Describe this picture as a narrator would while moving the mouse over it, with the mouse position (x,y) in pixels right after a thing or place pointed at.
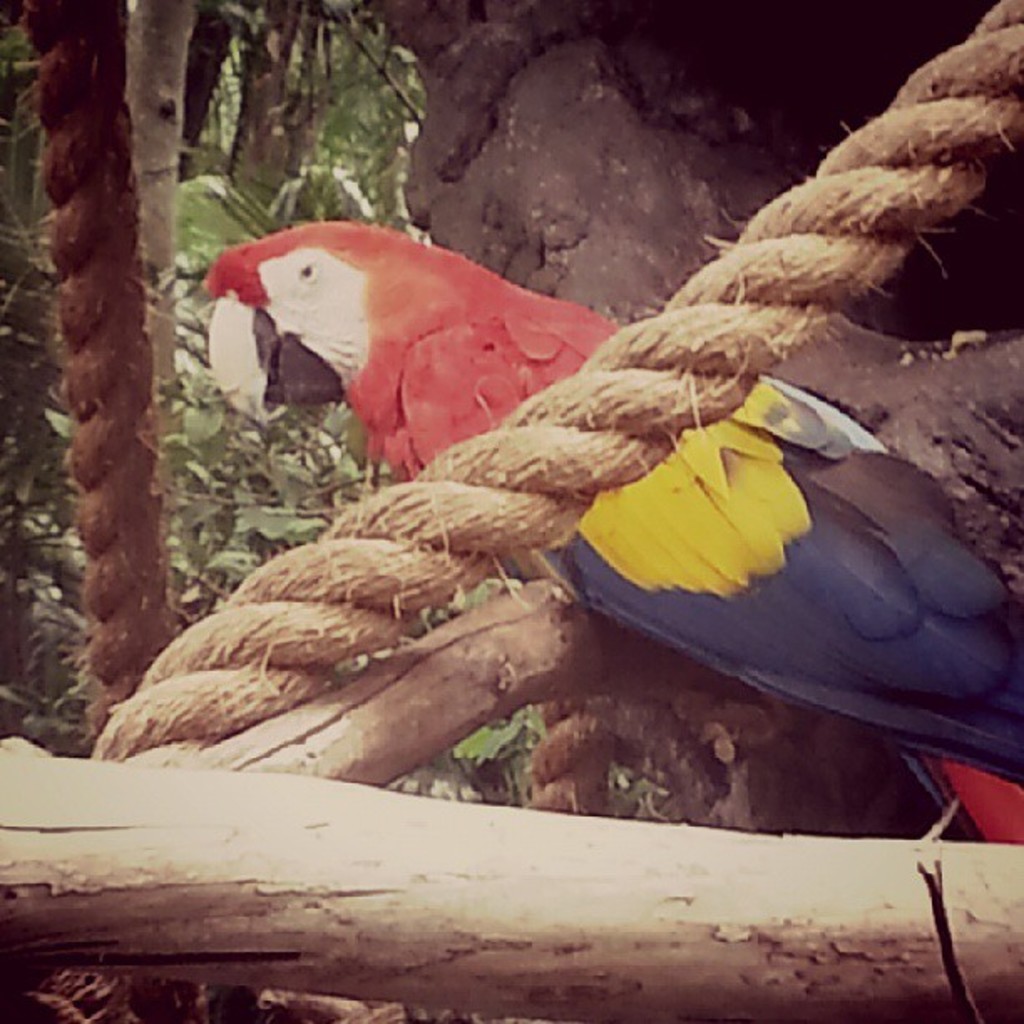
In this image, we can see a parrot (957,539), ropes (655,389) and wooden objects (412,656). Background (324,455) we can see few trees (37,357).
